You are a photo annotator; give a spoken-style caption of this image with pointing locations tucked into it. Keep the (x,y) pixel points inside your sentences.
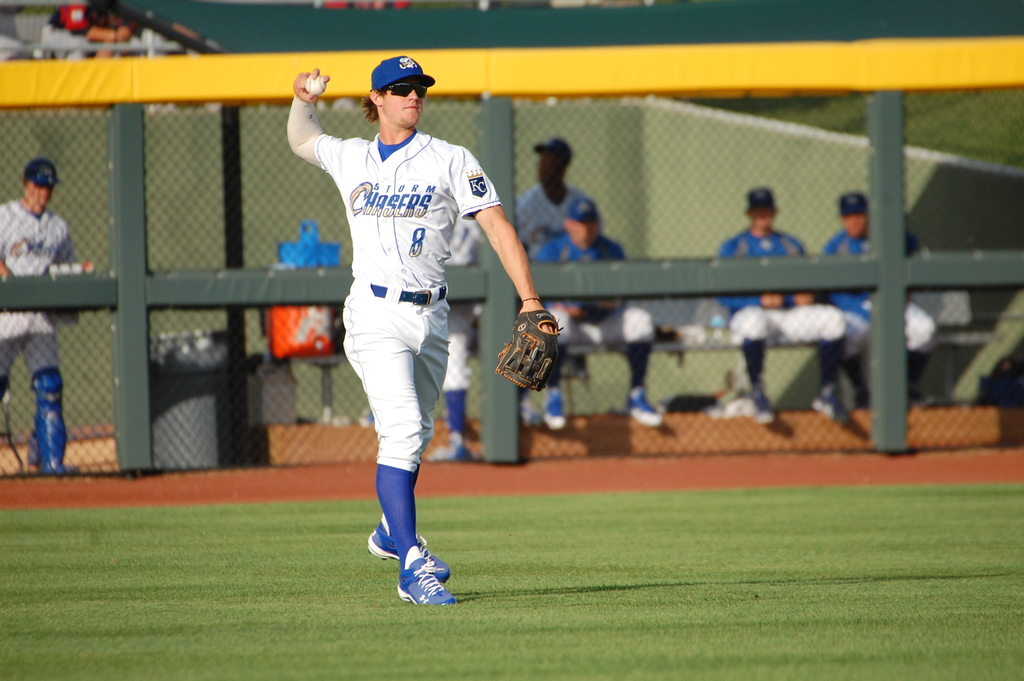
In this image in the center (368,381) there is one person (425,156) who is standing and he is holding a ball (318,93), and in the background (30,187) there are some people (845,304) some of them are sitting and some of them were standing. At the bottom (523,562) there is grass (199,518), and in the background (155,252) there is a net (166,173), wall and bench (312,358). On the bench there are some covers (312,259), beside the table (276,363) there is a dustbin (196,380) and on the top (102,35) there are some poles (173,24) and some persons (88,35).
